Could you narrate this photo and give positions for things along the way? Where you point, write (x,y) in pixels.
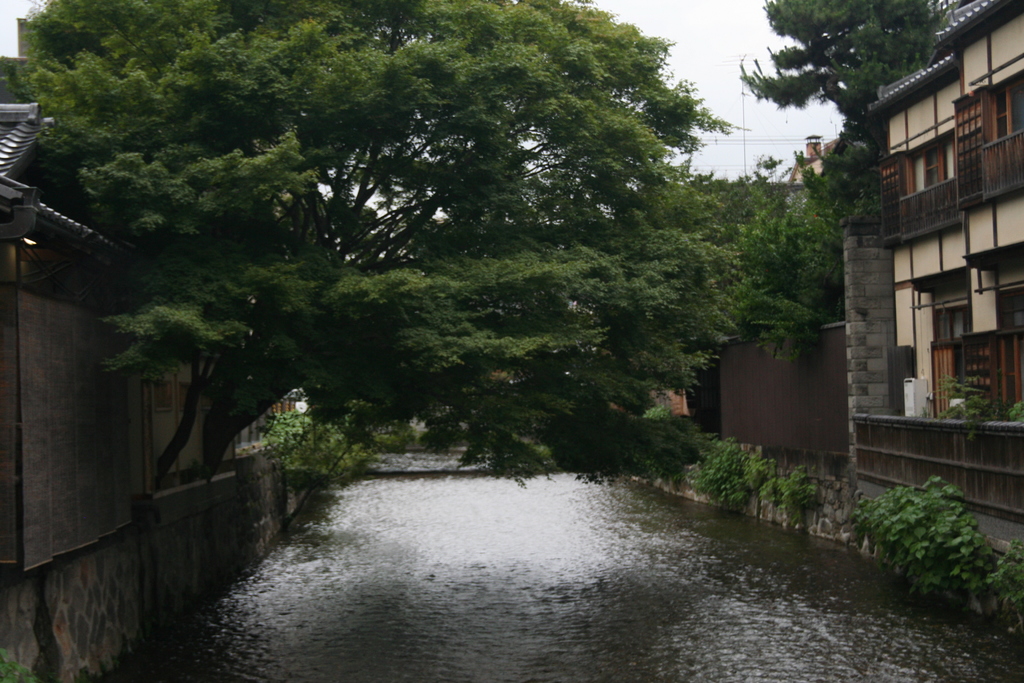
This image is taken outdoors. At the bottom of the image (524,587) there is a canal (478,534) with water (494,535). On the left (125,429) and right sides of the image there are two buildings (901,285) with walls (925,139), windows (919,158) and roofs (7,143). There are a few railings (955,202) and doors (937,346). There are many trees (266,264) and plants (870,505).
